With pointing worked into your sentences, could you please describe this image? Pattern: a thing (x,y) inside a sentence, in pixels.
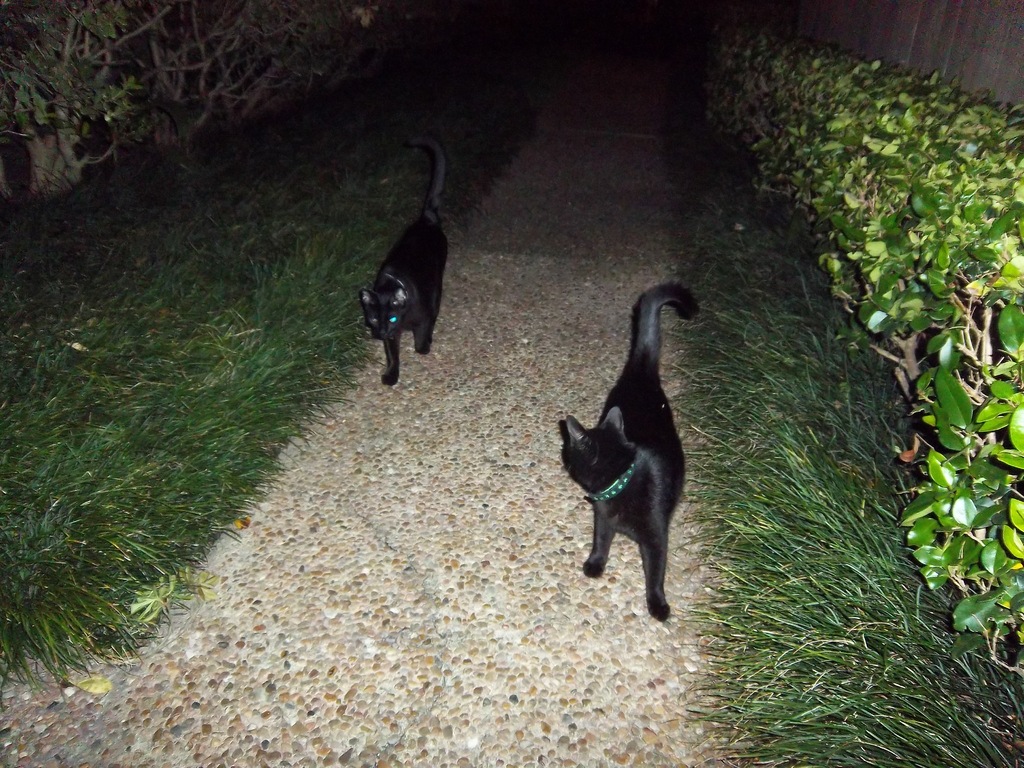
We can see two cats (366,312) are walking on the path (346,571). To either side of the path (431,376) we can see grass (104,430) and plants (88,12) on the ground (104,430).
